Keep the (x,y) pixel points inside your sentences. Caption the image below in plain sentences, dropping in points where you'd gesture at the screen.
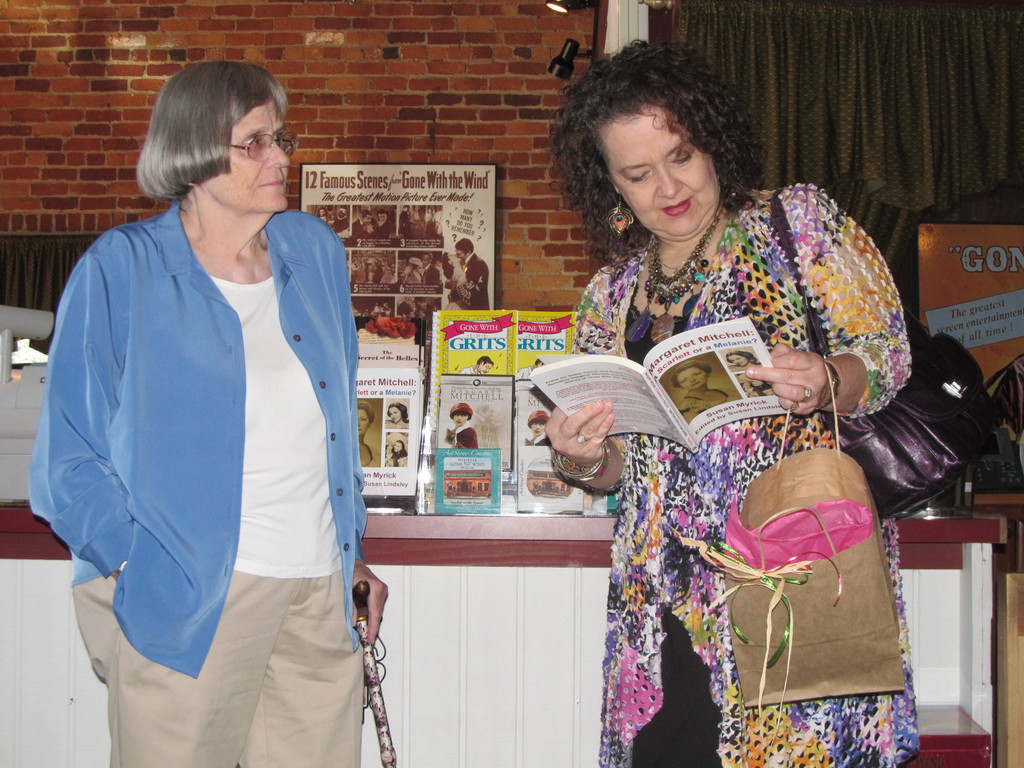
On the right of this picture (793,212) we can see a woman (754,375) wearing a sling bag (913,390), holding a bag (810,467) and a book (634,396), standing and looking into the book (718,376) and we can see the text (694,349) and the depictions (694,382) of two people (685,366) on the cover (706,385) of the book (693,376). On the left (174,284) we can see another woman (237,256) wearing shirt (271,536), holding an object (365,634) and standing. In the background (487,35) we can see the brick wall (467,50), wall mounted lamps (582,4), curtains (740,62), picture frame (446,174) with the picture (325,191) containing the text (472,192) and the depictions (429,268) of group of people (381,307) and we can see the tables (968,526) on the top of which books (449,350) and some objects (4,336) are placed and we can see the text (479,387) and the depictions (403,448) of people (470,436) and the depictions (470,481) of buildings (480,477) and some objects (494,409) on the covers (510,351) of the books (477,364). In the right corner (939,237) there is an object (957,279) which seems to be the poster (983,280) and we can see the text (1018,318) on the poster (1008,306).
